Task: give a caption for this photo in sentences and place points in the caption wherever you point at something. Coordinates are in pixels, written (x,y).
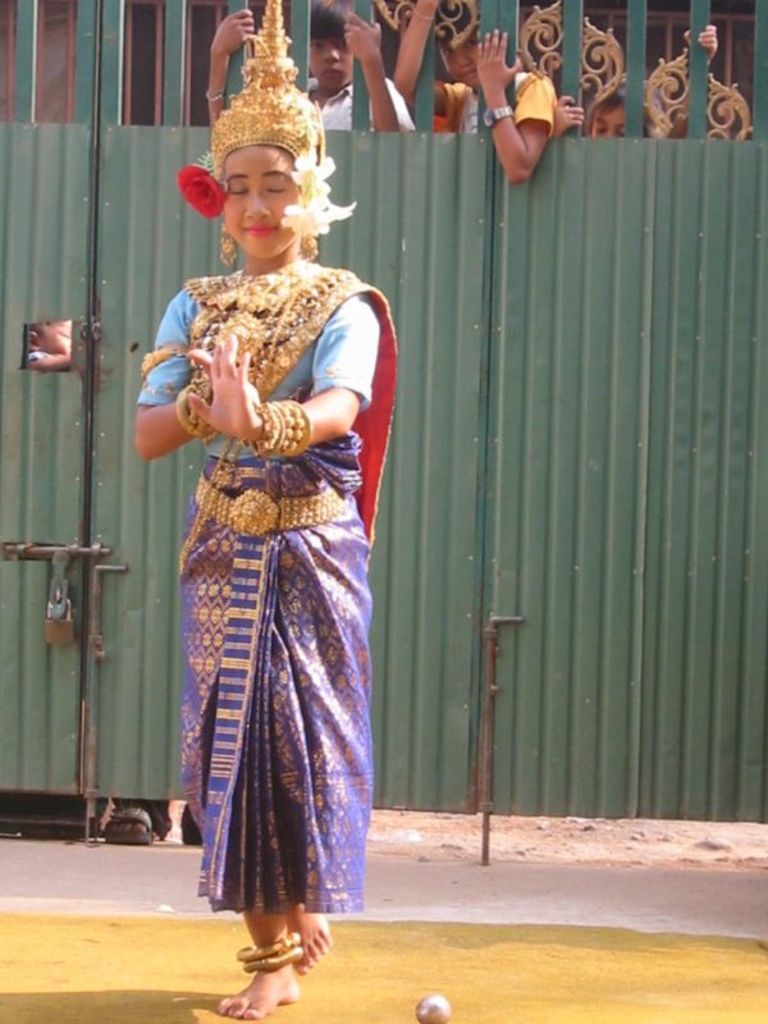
In this picture there is a woman (371,773) dancing on the ground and wore costume (330,482). We can see ball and gate (53,310), behind the gate (366,150) we can see people (381,118).
